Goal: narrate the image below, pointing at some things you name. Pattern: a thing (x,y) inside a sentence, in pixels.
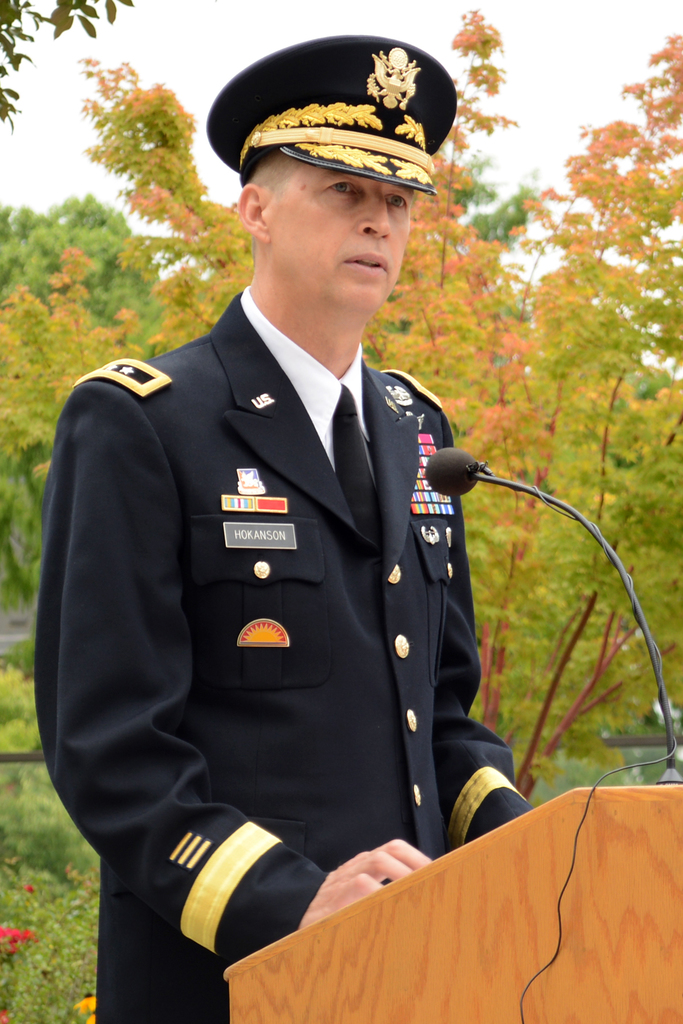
In this picture I can see a person (305,622) standing in front of the mike (543,494) and talking.
